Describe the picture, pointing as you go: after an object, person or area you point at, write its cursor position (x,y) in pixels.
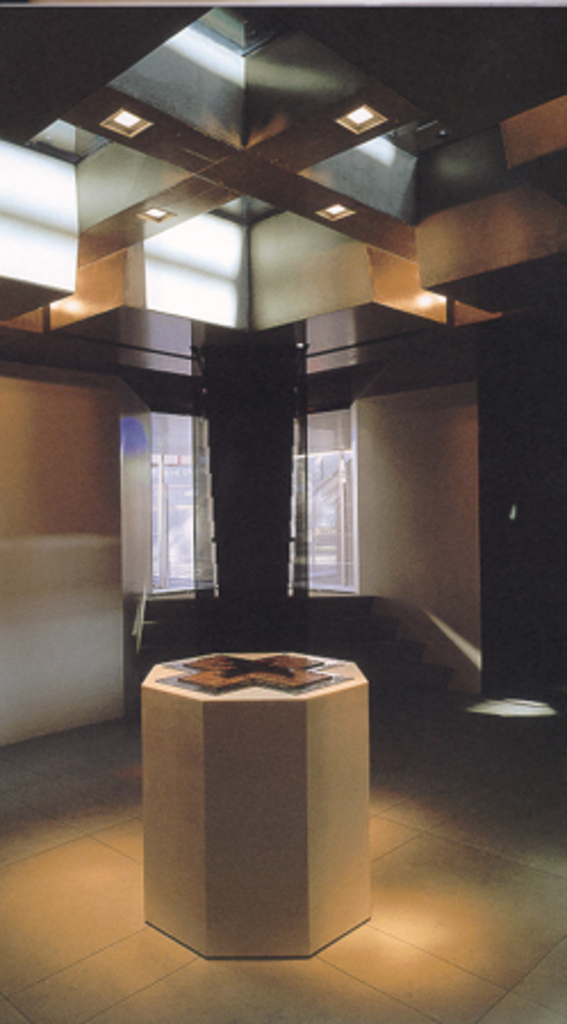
In this image, we can see a small pillar (219,792) and we can see glass windows (177,507).
